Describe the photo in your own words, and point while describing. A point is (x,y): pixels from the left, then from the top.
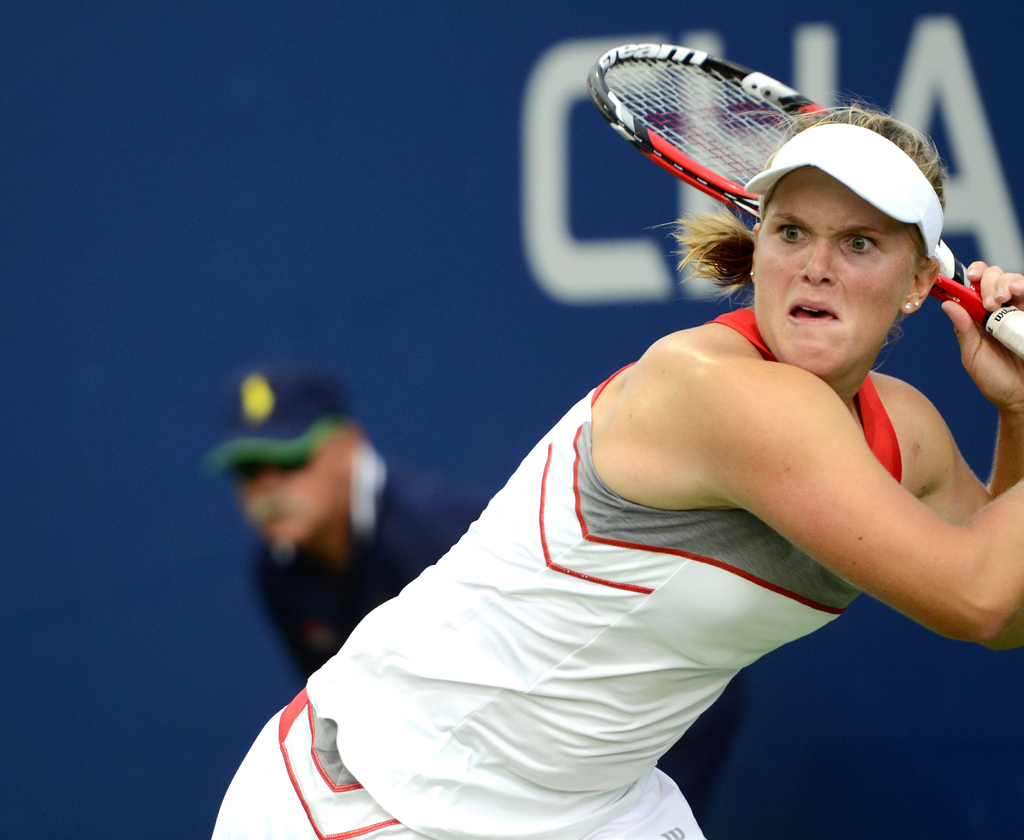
In the picture we can see a woman (817,365) playing a tennis, she is holding a tennis racket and wearing a cap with white banyan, in the background (71,432) we can see a man (249,418) is wearing a blue T-shirt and blue cap (244,431) and there is a blue wall (328,166) written as CHA.
